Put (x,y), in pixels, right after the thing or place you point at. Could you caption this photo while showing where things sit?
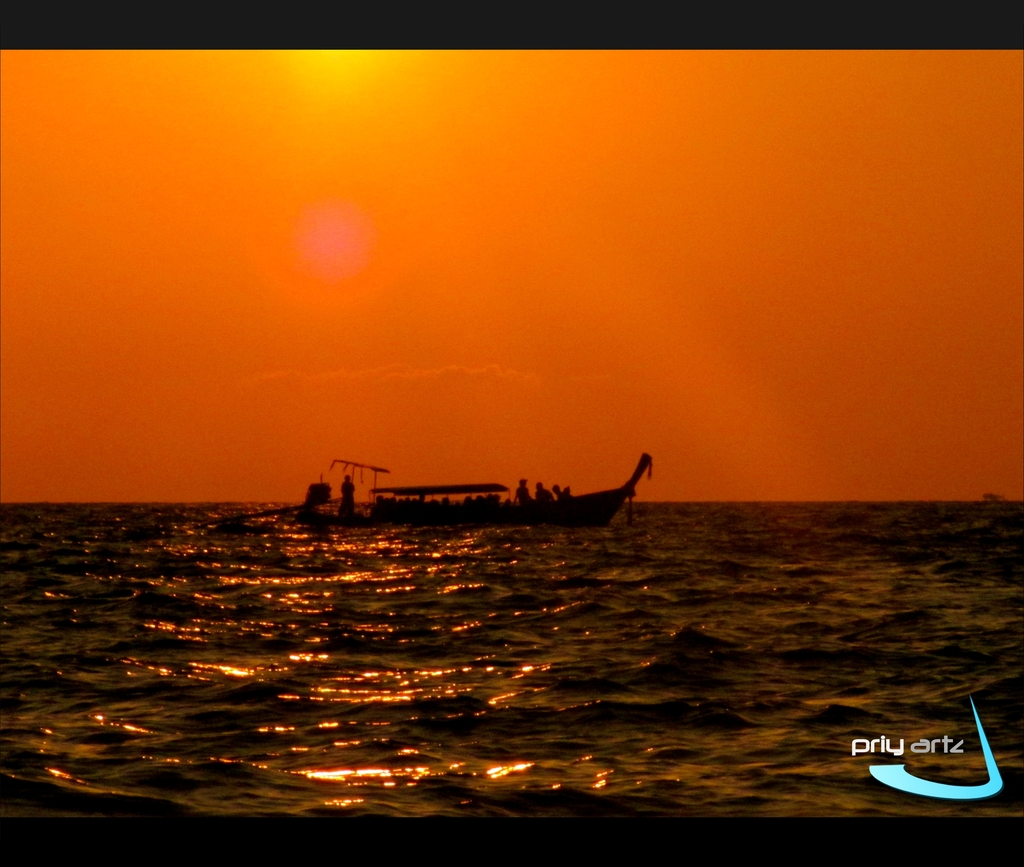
In this image there is water (433,586) and we can see a boat (432,490) on the water (419,545). We can see people (402,501) in the boat (453,508). In the background (569,400) there is sky (588,267).
